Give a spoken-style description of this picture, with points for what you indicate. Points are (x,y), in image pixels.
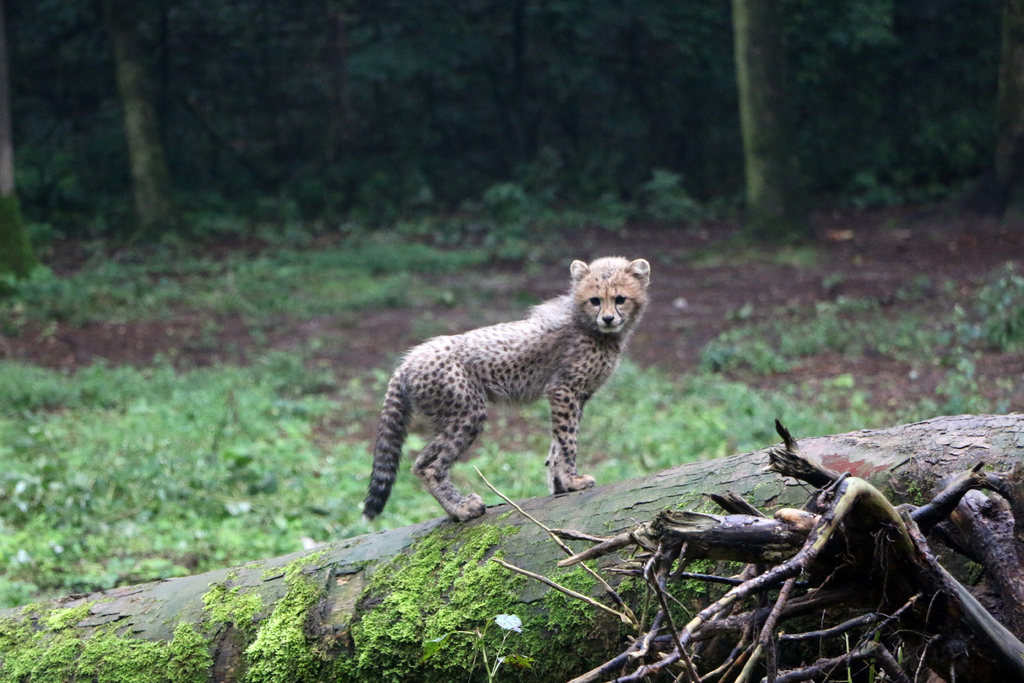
In this picture, we see the cub (507,383) is standing on the stem (577,502) of the tree (569,514). At the bottom (708,633), we see the wooden sticks (675,646). In the background (248,381), we see the grass (237,395) and the trees (384,179). This picture might be clicked in a zoo or in the forest.
